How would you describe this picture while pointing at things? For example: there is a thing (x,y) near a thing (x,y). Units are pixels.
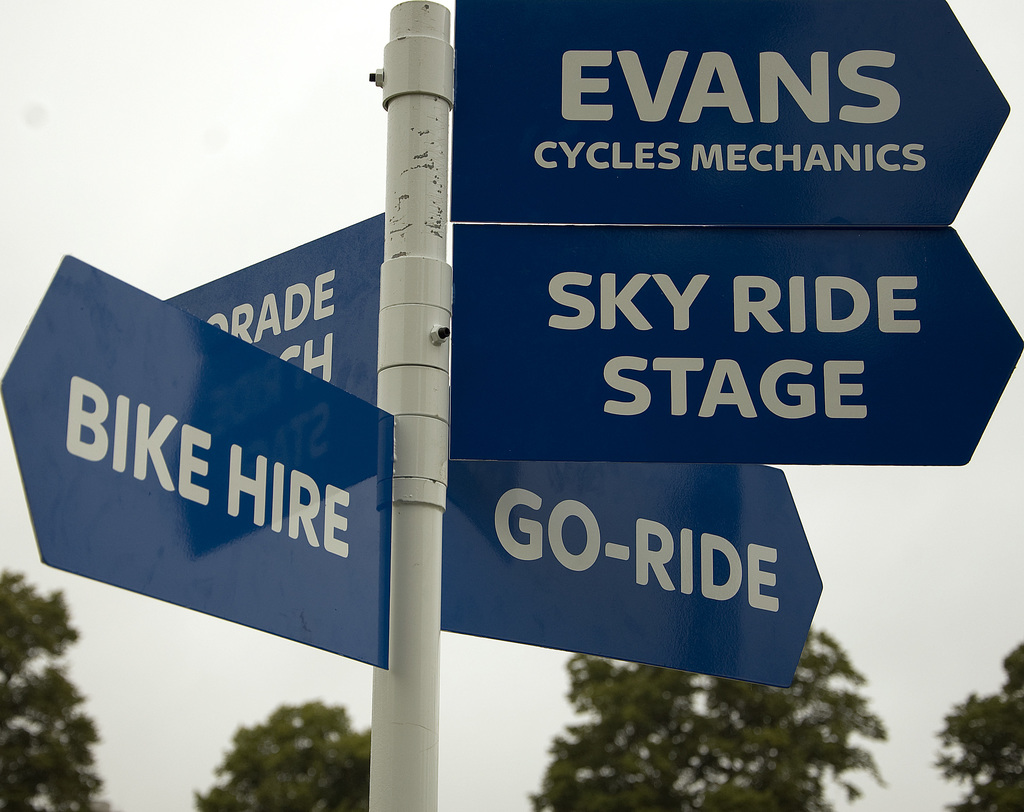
In this image we can see a pole (433,118) to which many sign boards (668,350) are attached. In the background (214,201) there are trees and sky (190,210).
